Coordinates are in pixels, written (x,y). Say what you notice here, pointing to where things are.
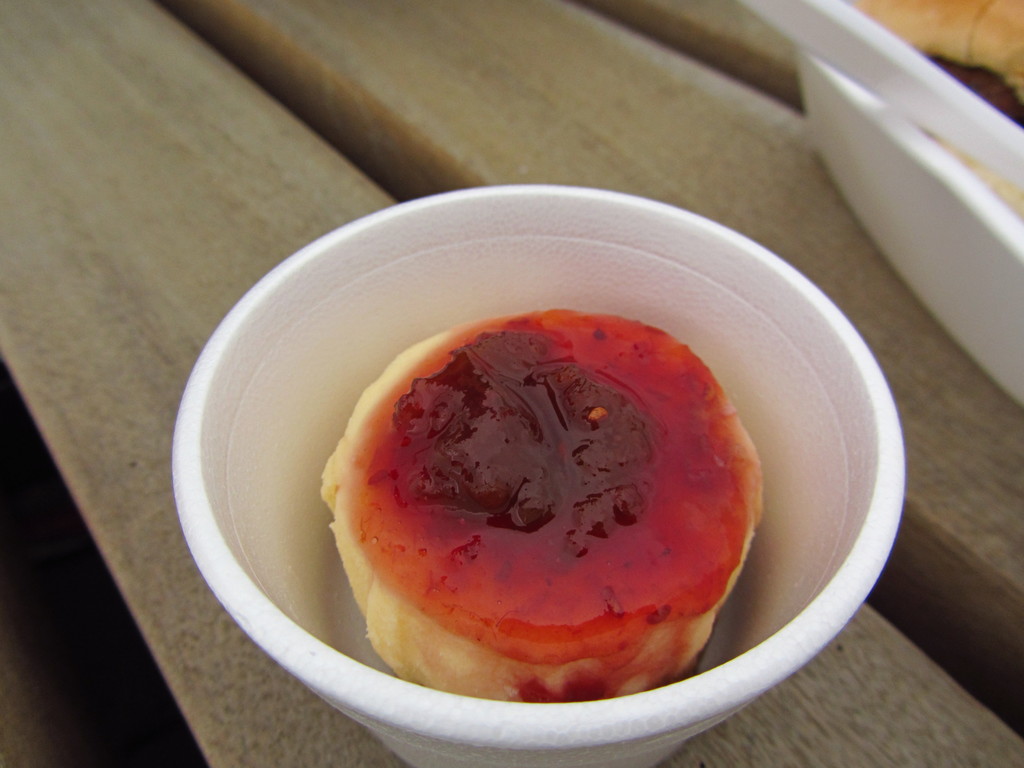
In this picture we can see a table (253,115). On the table (456,152) we can see a bowl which contains dessert (547,506). In the top right corner (919,24) we can see a bowl (938,98) which contains food (1021,42).
